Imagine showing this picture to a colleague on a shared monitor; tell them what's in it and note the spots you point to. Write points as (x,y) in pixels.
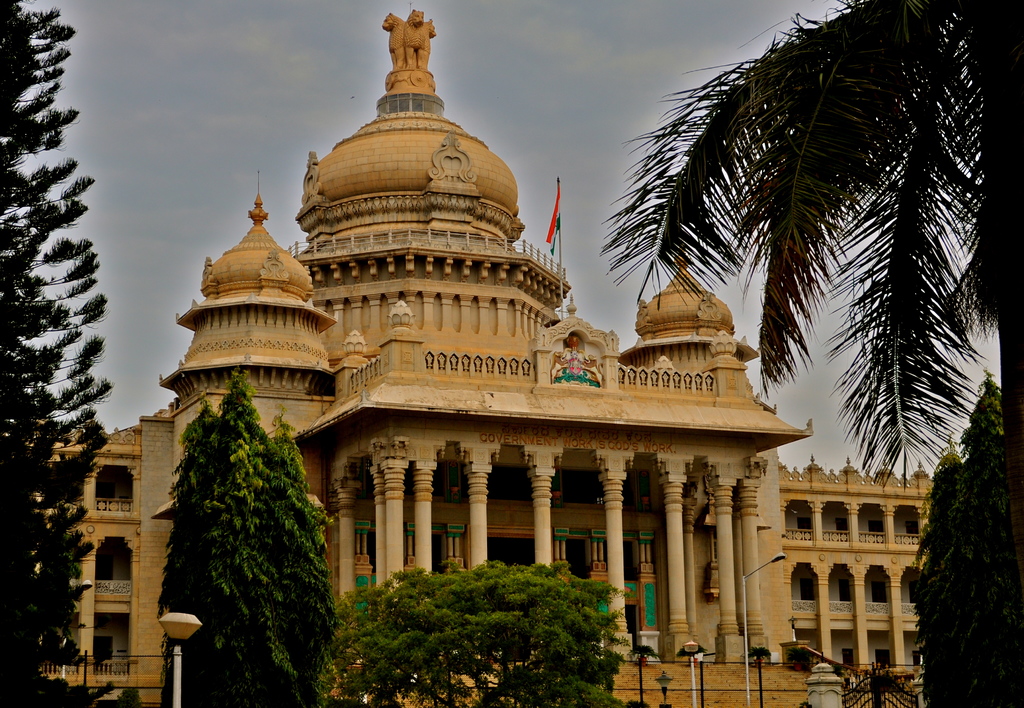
In this image we can see a building (612,509) with pillars (620,481), railing (445,246) and domes (261,275). There is a statue (426,44) on the top of the building (378,244). In front of the building (907,595), we can see trees (937,564), stairs (680,684) and a gate (865,699). At the top of the image (218,93), we can see the sky (171,125). There is a light pole (179,691) at the bottom of the image (177,704).
